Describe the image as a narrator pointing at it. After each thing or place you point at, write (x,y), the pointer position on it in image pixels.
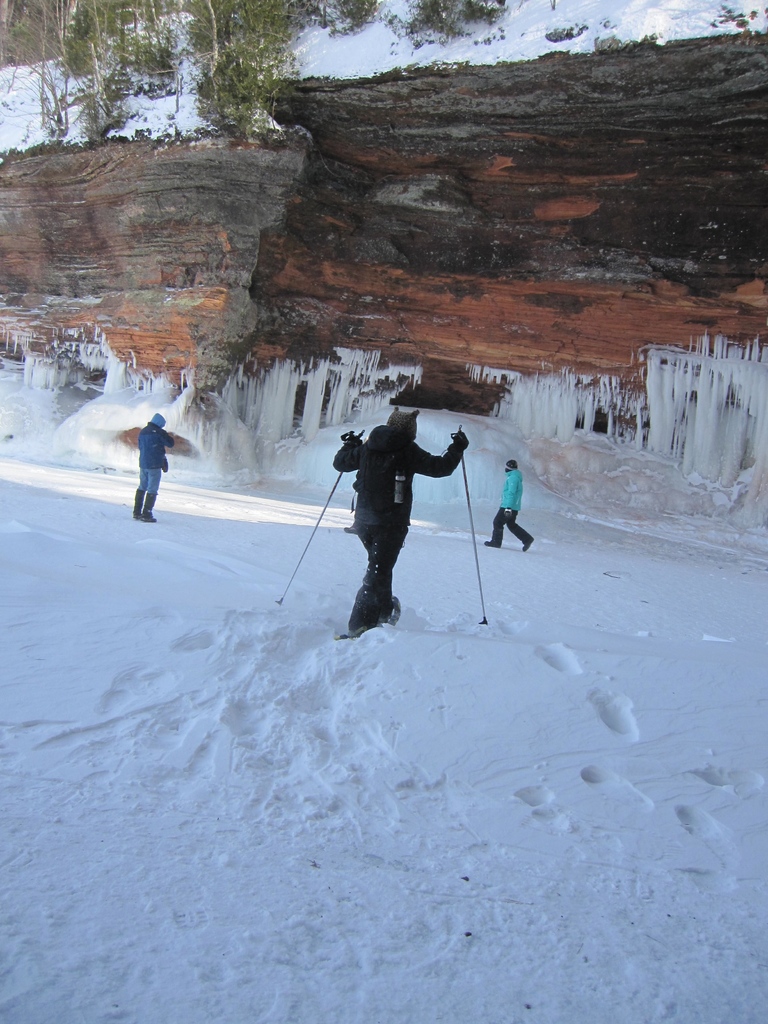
In the center of the image (369,501) we can see a person (399,412) skiing on the snow (367,694). In the background (227,458) there are people (149,496), hill (501,112) and trees (235,74).
